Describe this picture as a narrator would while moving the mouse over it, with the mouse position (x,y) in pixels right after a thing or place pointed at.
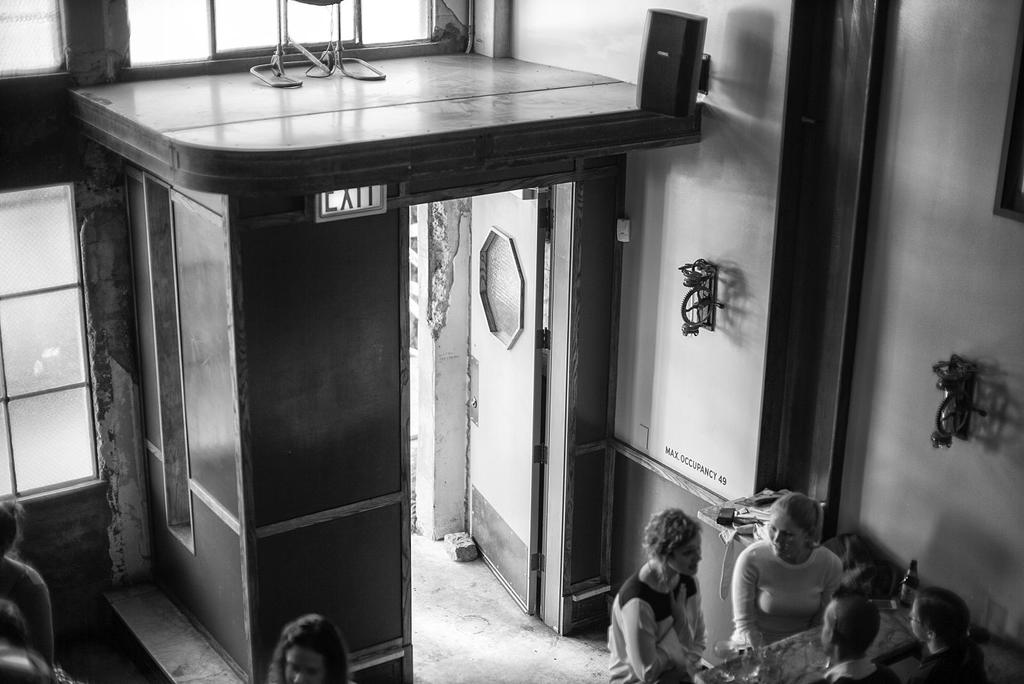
In this room (518,277) there are few people (737,609) sitting on the chair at the table (779,649). There are glasses (752,657) and wine bottles (911,594) on the table (901,626). In the background (285,302) we can see windows (44,313), wall (31,135), door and lights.
